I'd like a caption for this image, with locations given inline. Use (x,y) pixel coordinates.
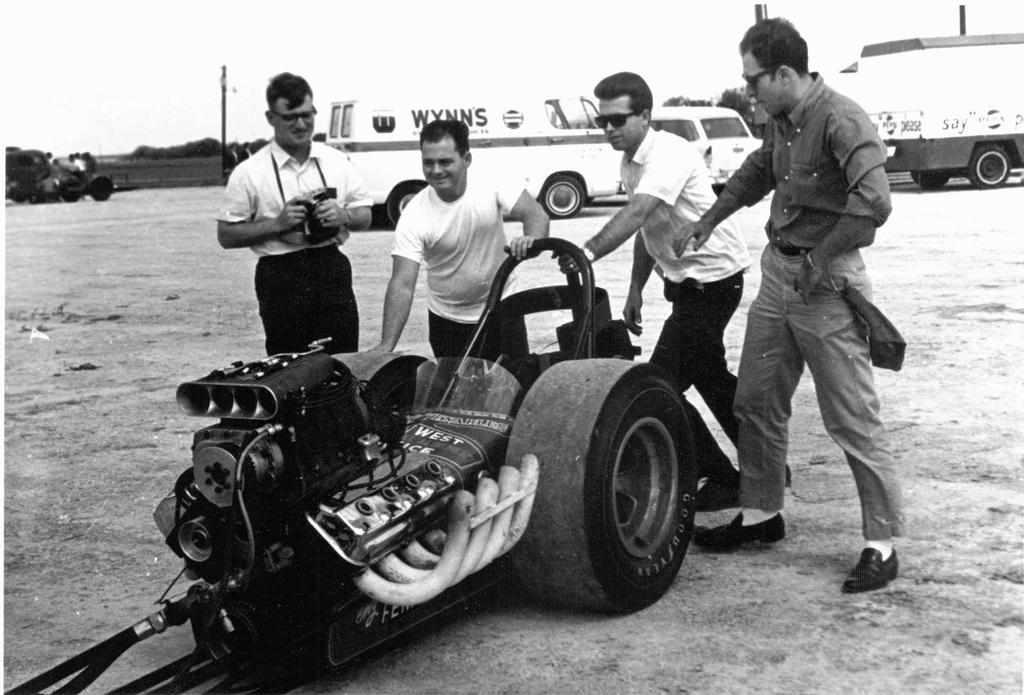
In this image I can see some people (651,201). I can see the vehicles (449,454) on the ground (655,639). I can also see the image is in black and white color.
